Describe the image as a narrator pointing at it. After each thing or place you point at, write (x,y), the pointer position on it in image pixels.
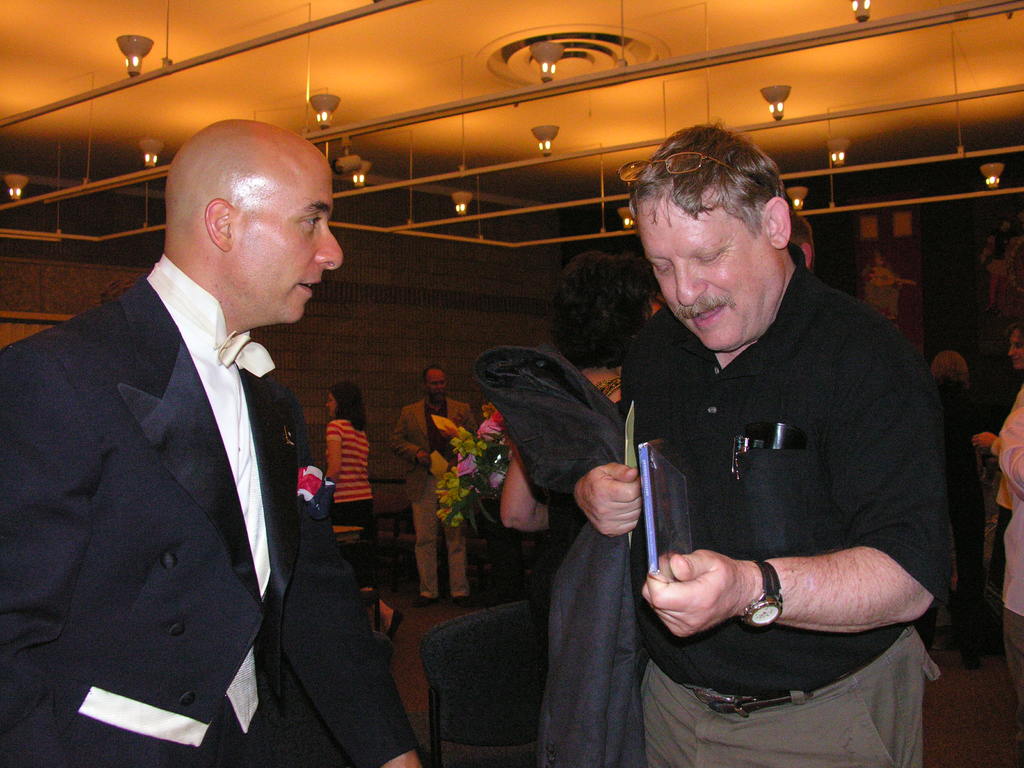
In the image there are two men (39,369) standing with black dress (851,492). Behind them there are few people (511,475) and also there are flowers (459,459). At the top of the image (379,36) there is a roof (348,30) with lights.
